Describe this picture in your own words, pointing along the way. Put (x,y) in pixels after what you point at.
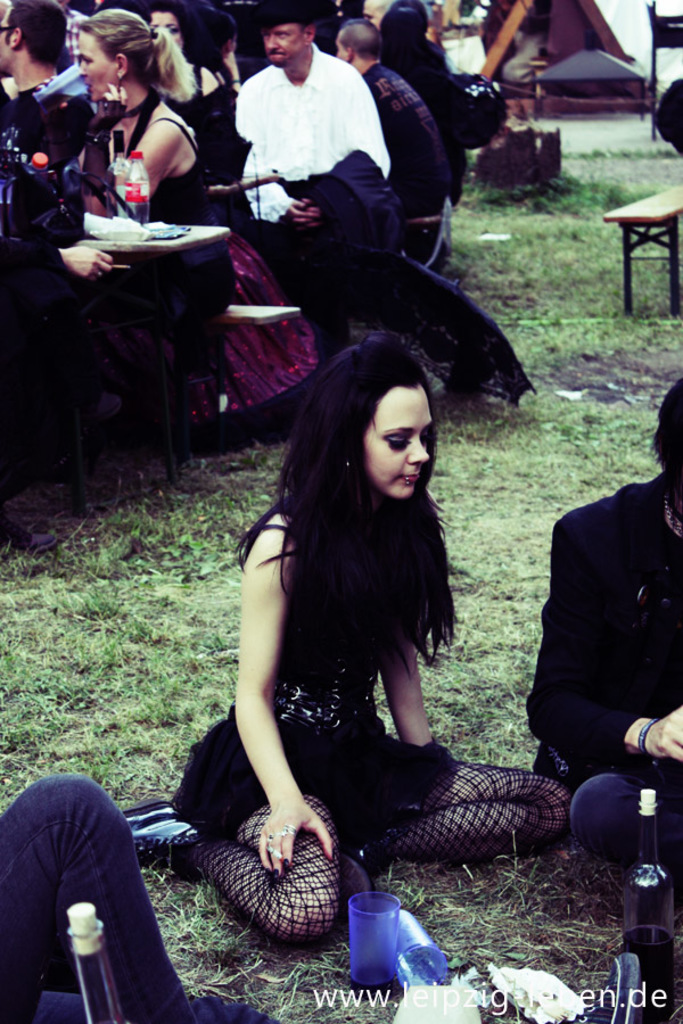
In this image we can see some people (233,861) and among them few people (233,861) sitting on the ground (600,899) and there are some objects (648,948) like glasses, bottles (638,917) and some other things (541,1011) on the ground (105,666). We can see few people (229,390) sitting on benches (656,209) and there is a table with some objects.
